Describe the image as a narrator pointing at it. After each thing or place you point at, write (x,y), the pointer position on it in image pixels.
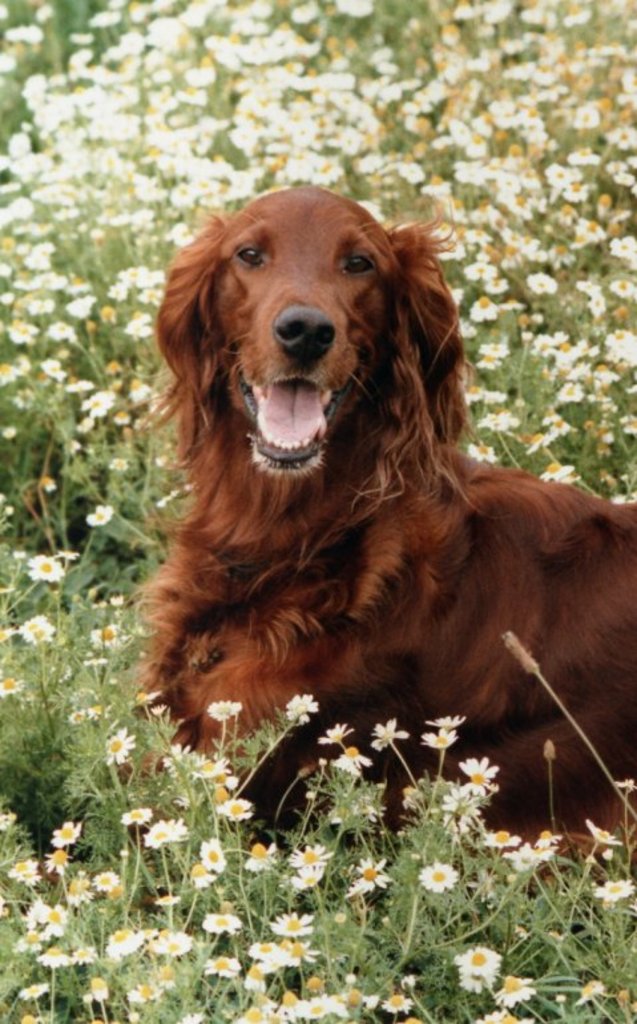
In this image there is a dog (247,584) on the land (132,835). Background (95,323) there are plants (4,15) having flowers (349,155) and leaves (2,278).
